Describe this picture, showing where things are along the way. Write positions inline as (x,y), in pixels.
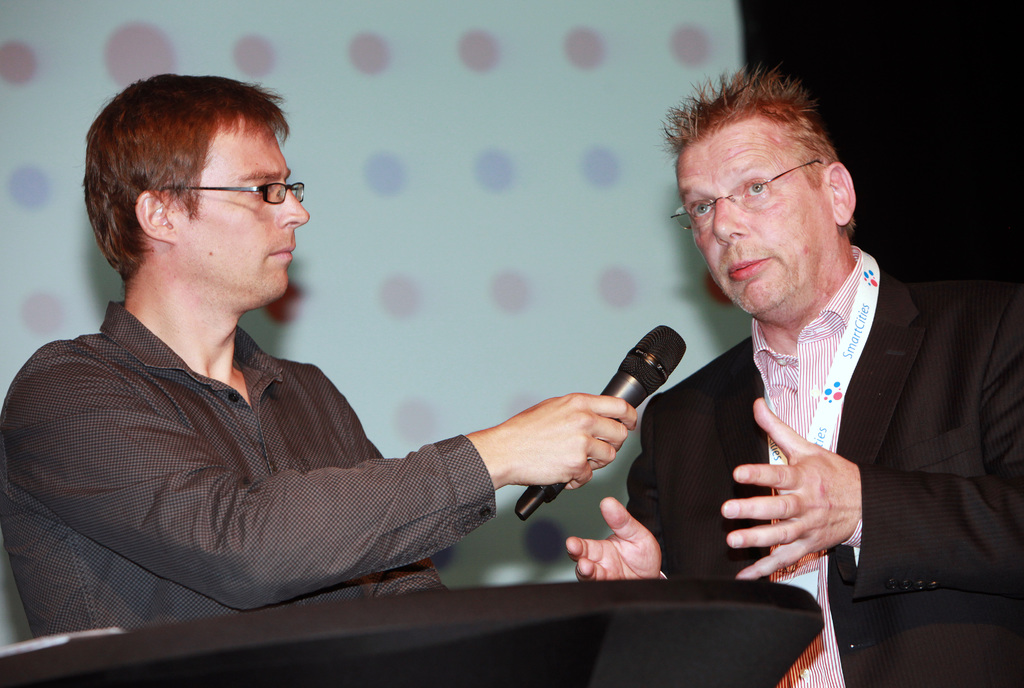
In this picture there are two men (730,418), one man (241,338) towards the left (288,361), he is wearing a black shirt (208,402) and spectacles (212,190), holding a mike (658,331), towards the right (805,316) there is another wearing black blazer (903,419), striped shirt (796,381) and spectacles (705,204). In the background (627,128) there is a screen (452,423). In the bottom (419,602) there is a podium (770,665).
